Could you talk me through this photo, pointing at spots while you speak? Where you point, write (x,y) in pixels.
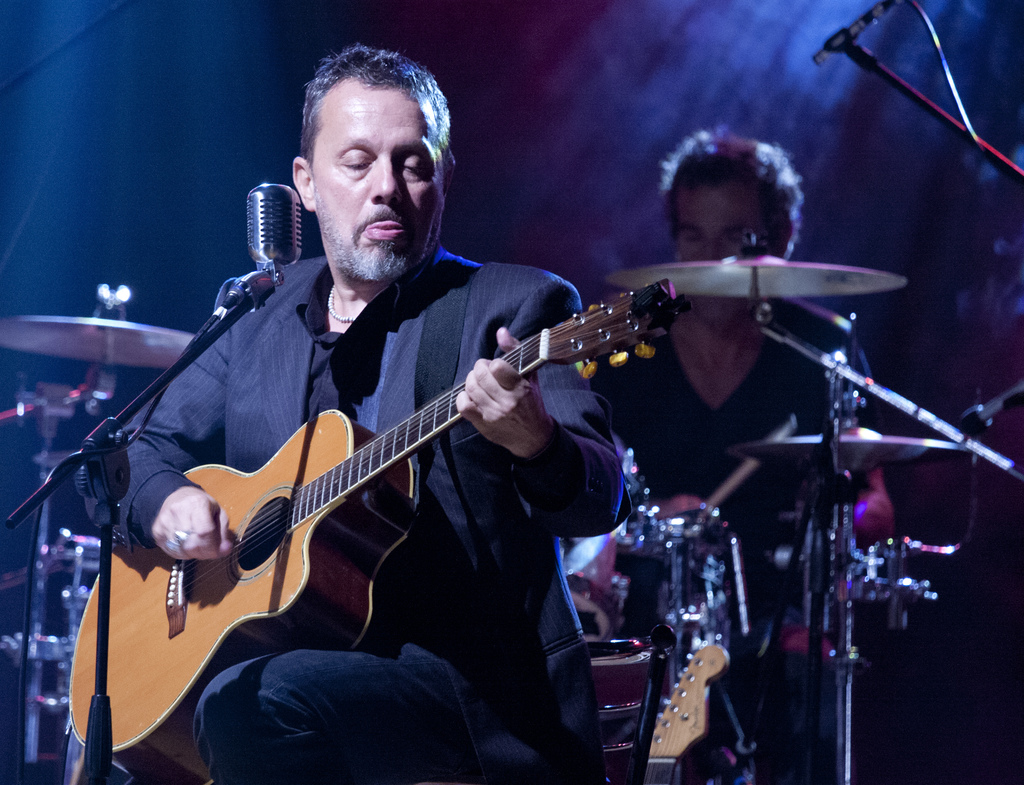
A man (336,93) is playing guitar (336,486) and another man (691,335) is playing drums (729,536) behind.
